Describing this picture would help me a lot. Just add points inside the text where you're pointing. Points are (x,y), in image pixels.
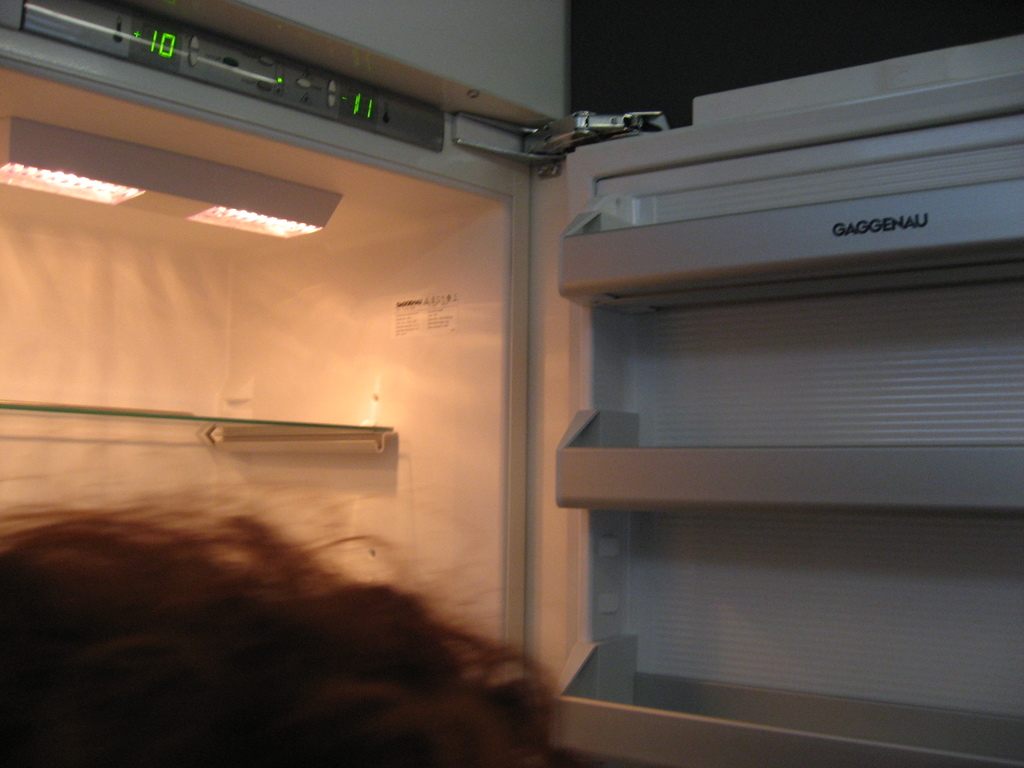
In front of the image there is a person's hair (169,577), behind him there is an opened fridge (319,290).
